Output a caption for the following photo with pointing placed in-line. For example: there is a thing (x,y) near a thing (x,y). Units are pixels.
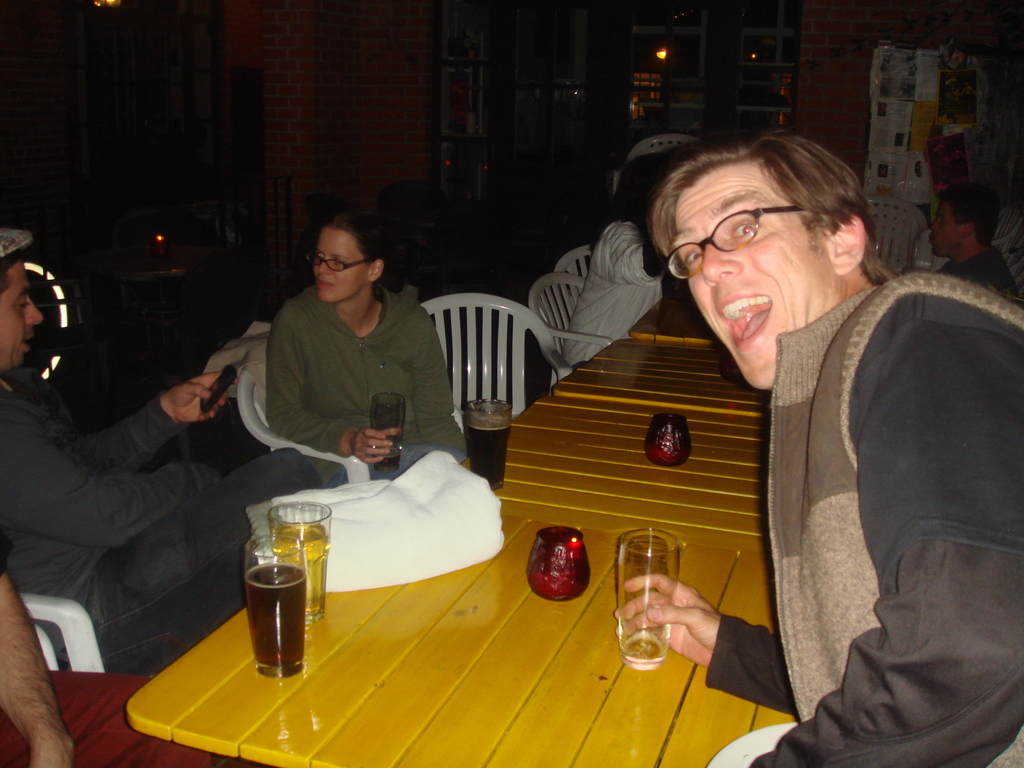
In the image we can see few persons (656,286) and in the center (616,306) we can see some persons (7,349) were sitting. And on the right side (839,397) we can see one man (856,381) sitting and laughing, which we can see on his face (775,268). And coming to the table (499,650) on table (478,629) we can see glasses (310,585), cloth (348,554) etc. And coming to the back ground (412,108) we can see the brick wall (397,98) and some sign boards (899,109).
